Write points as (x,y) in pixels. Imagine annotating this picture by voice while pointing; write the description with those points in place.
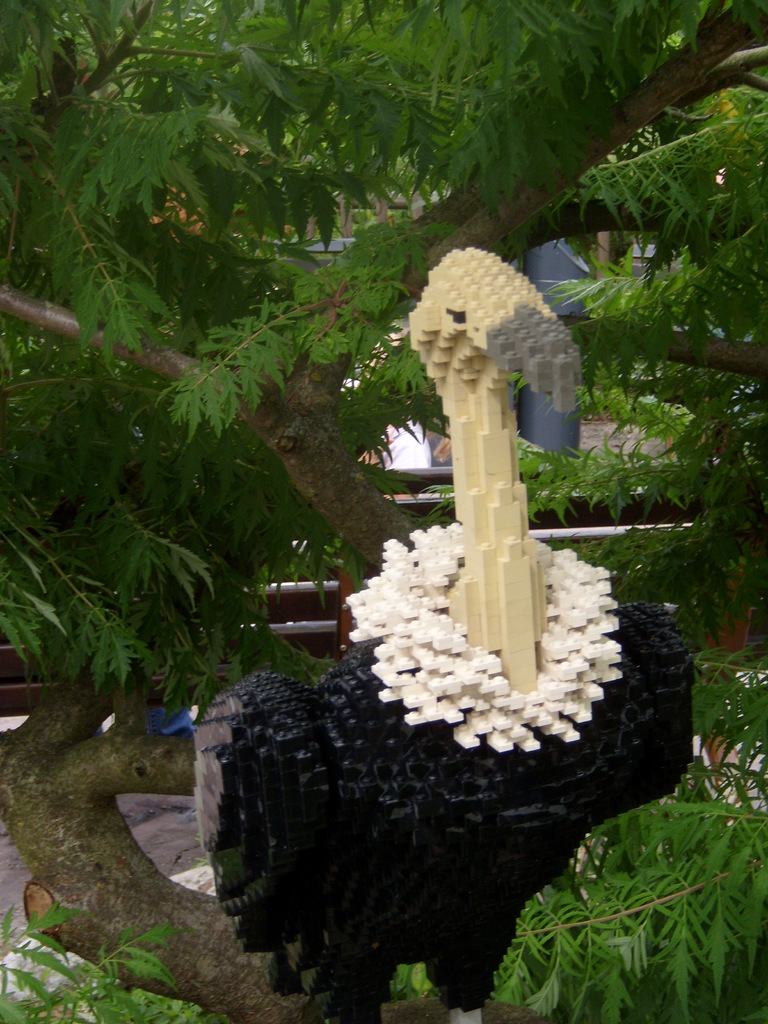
In this image there is a bird statue (379,838) on the tree (177,944). In the background (287,330) there are branches (277,391) of the tree (293,162) with green leaves (498,125).
